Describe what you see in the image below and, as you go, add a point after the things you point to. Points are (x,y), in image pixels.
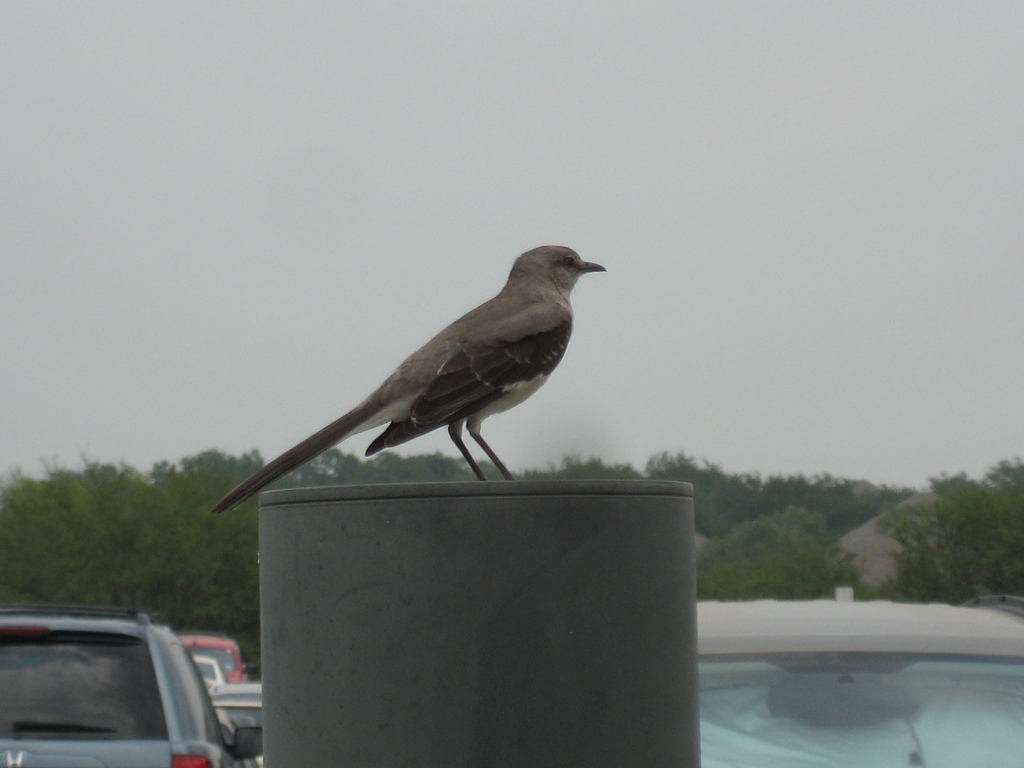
In front of the image there is a bird (474,420) on the cylindrical structure (429,570), behind the bird (494,347) there are cars (152,724), trees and a building (897,549).
